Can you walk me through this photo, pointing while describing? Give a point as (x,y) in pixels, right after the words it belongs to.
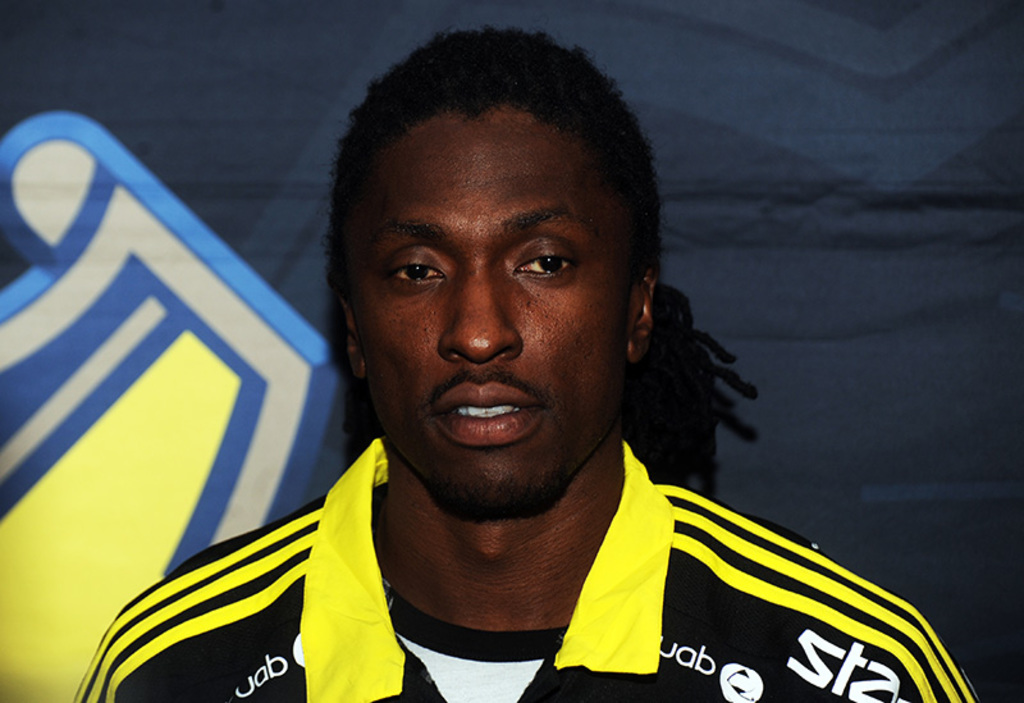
In this image in the foreground (422,270) there is one man (449,95) who is wearing yellow and black shirt (746,616), and on the shirt (620,657) there is text (809,636) and in the background (91,407) there is a board (140,314).
